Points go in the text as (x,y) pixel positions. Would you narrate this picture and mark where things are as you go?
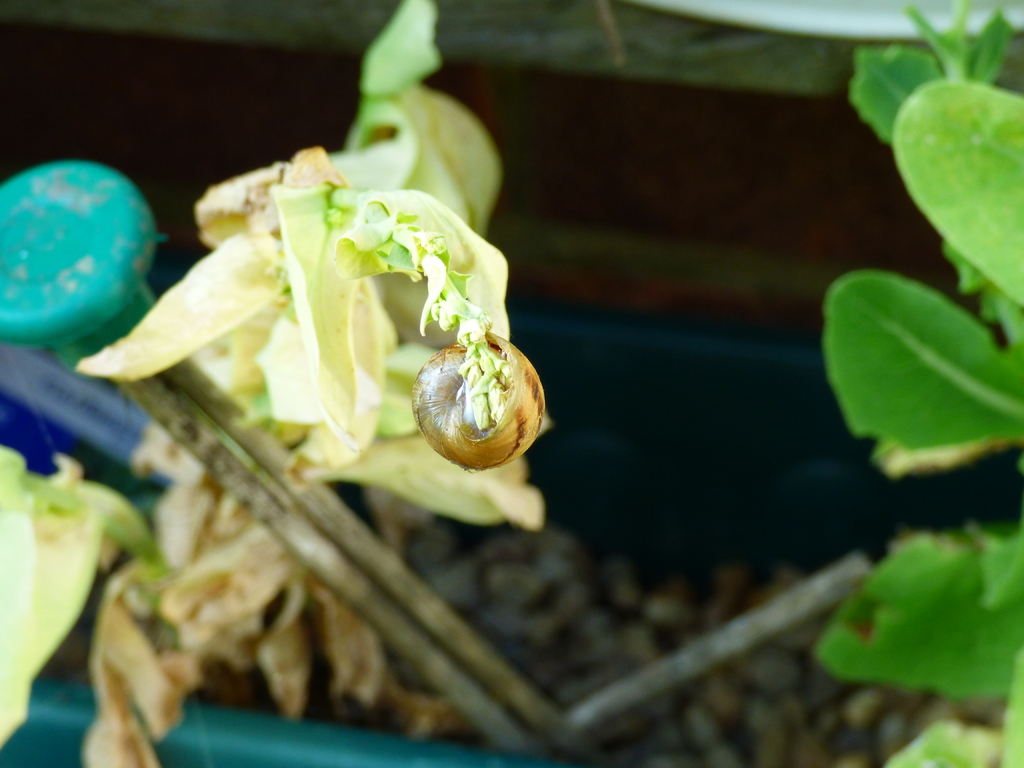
In this image I can see the plant (896,657) in green color. In the background (155,156) I can see few objects (33,183).
